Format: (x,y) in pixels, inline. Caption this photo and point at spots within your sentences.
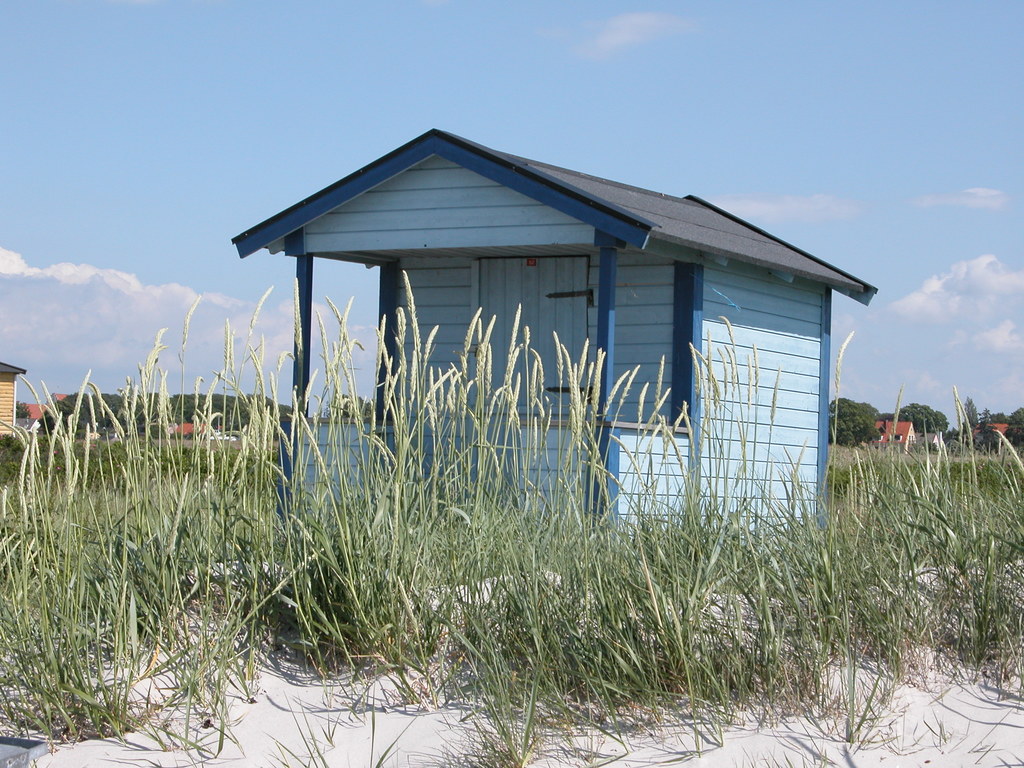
In this picture there is a wooden hut (789,487). Beside that I can see the grass (730,494). At the bottom (549,743) I can see the sand (658,743). In the background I can see the buildings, trees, plants (112,452) and pole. At the top (636,81) I can see the sky (807,25) and clouds (941,301).
